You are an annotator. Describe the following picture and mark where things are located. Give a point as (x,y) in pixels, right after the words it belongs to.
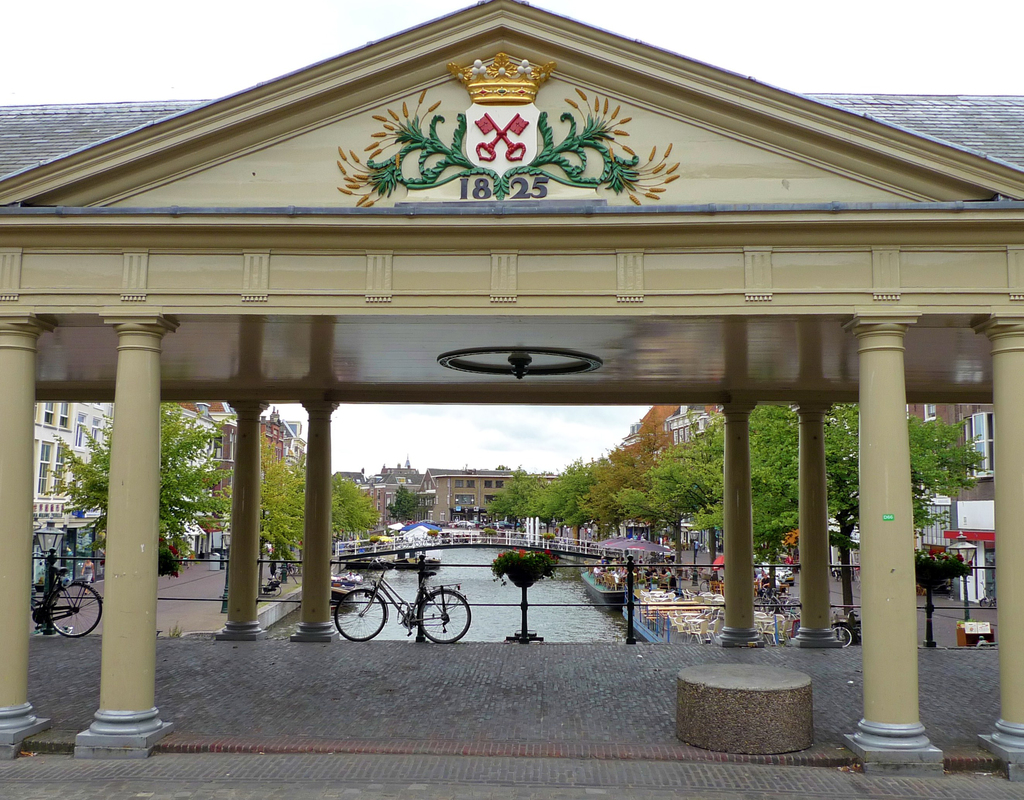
In this image at front (10,495) there is arch (351,354). At center of the image (515,532) there is lake (474,573) and we can see bridge (487,536). On both right and left side of the image (201,504) there are trees (222,509). At the background (445,498) there are buildings (51,505) and we can see cycles (449,618) and at the top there is sky (555,424).
